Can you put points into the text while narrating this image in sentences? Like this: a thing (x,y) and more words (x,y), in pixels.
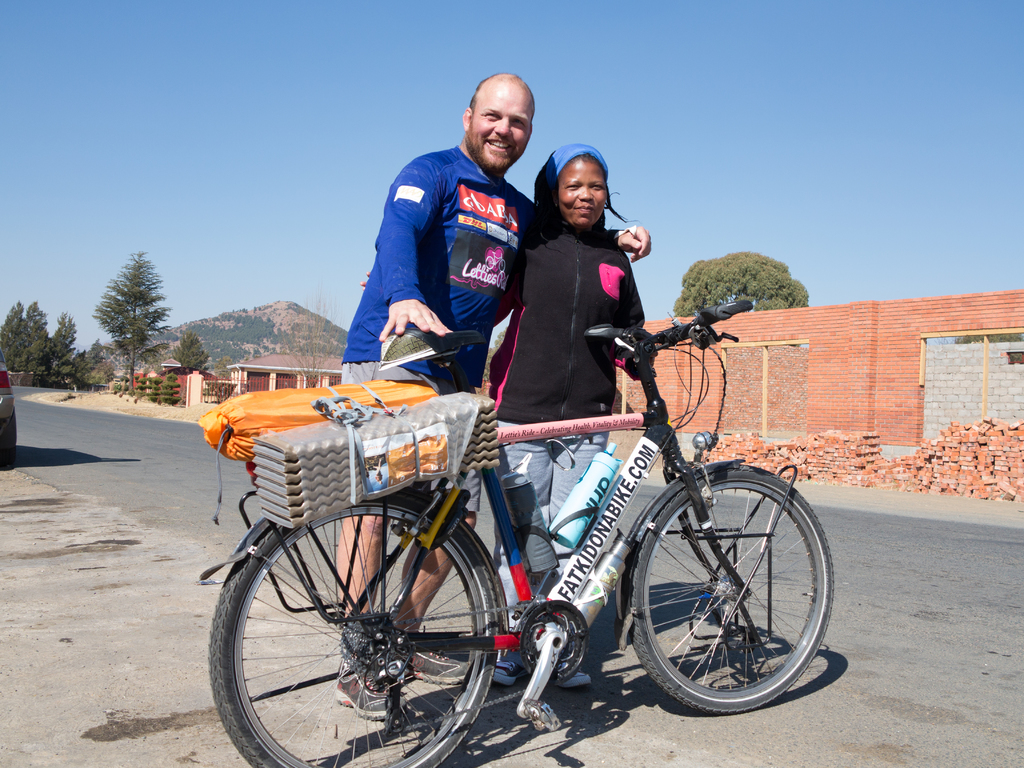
In this image I can see two persons (446,260) wearing blue, black, pink and grey colored dresses (526,308) are standing. I can see a bicycle (500,507) in front of them. In the background (62,406) I can see the road (126,482), few trees (84,374), few buildings (635,394), few bricks (846,461), a mountain (278,327) and the sky (310,163).
